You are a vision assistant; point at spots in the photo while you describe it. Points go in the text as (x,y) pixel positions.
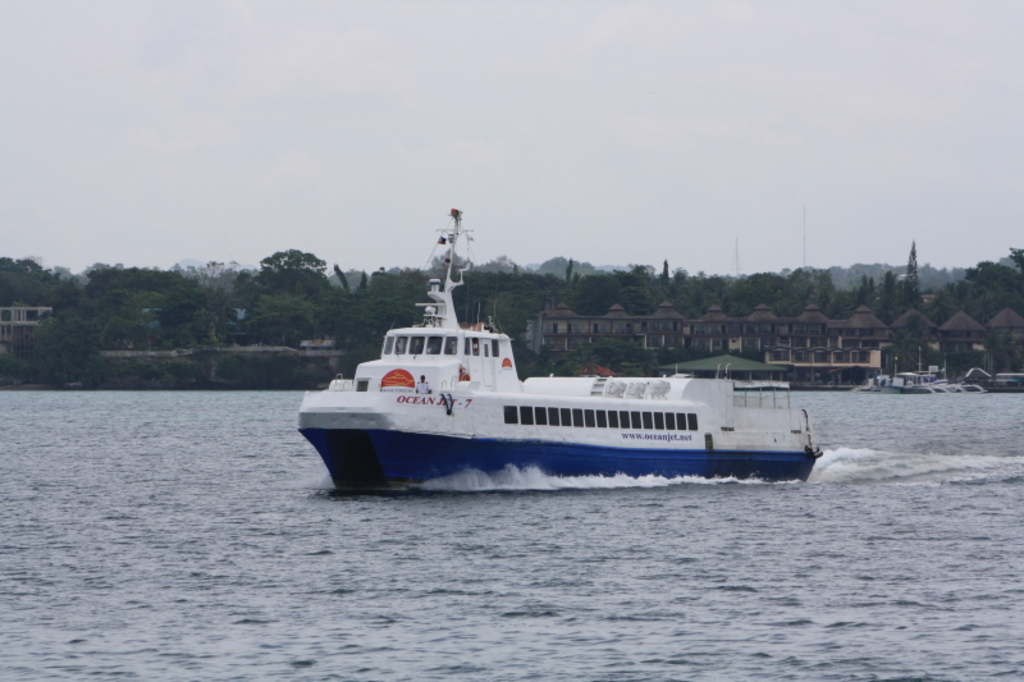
In the image we can see a boat (575,469) in the water (624,491). Here we can see buildings (756,344) and trees (309,367). Here we can see the poles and the sky (704,257).
